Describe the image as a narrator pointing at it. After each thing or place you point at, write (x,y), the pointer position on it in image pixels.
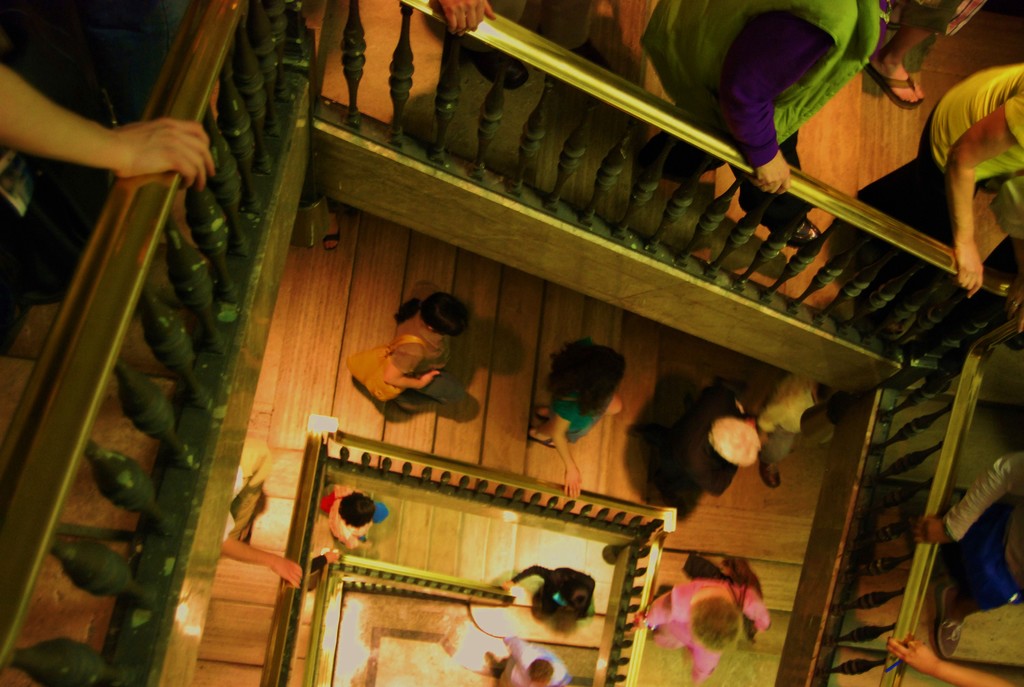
In this image I can see there are people (47,90) walking down on the wooden stairs (1011,400), there is a wooden railing (298,532) and there are few lights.
